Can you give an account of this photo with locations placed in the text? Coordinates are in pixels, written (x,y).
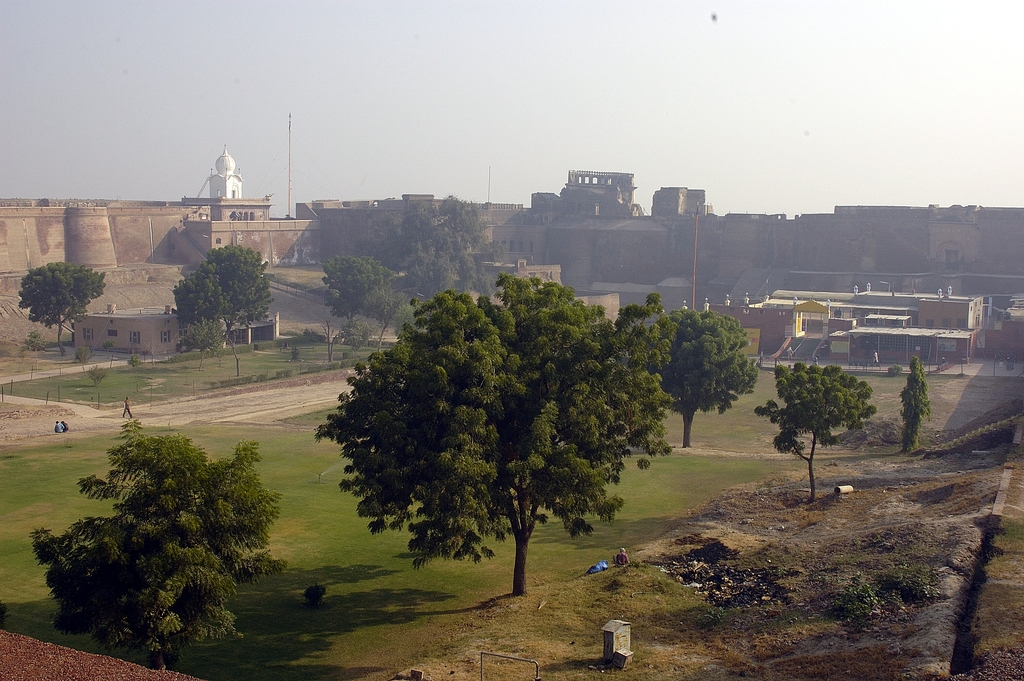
In this image in the front (426,446) there are trees (468,438). In the background (532,227) there are buildings (591,245) and trees (228,265) and in the center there is grass (310,490) on the ground (307,504).
